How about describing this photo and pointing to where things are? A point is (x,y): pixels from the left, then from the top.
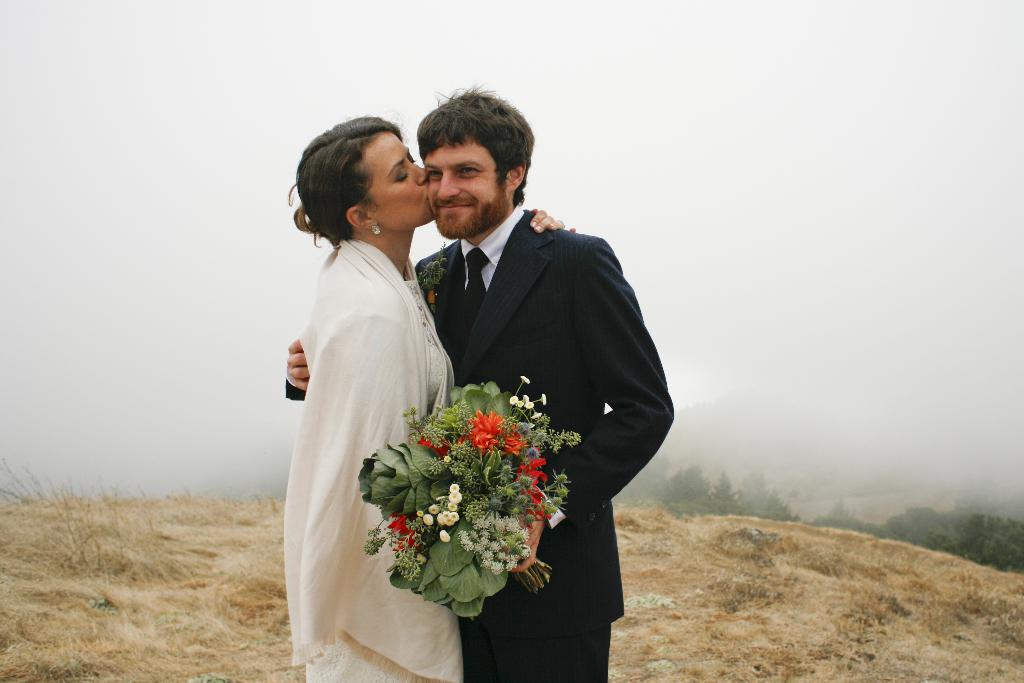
In this image, I can see a man (530,335) and a woman (367,375) standing. I can see a man (578,471) holding a flower bouquet (503,513). In the background (78,583) there are trees (760,491), grass (722,610) and fog (705,406).
